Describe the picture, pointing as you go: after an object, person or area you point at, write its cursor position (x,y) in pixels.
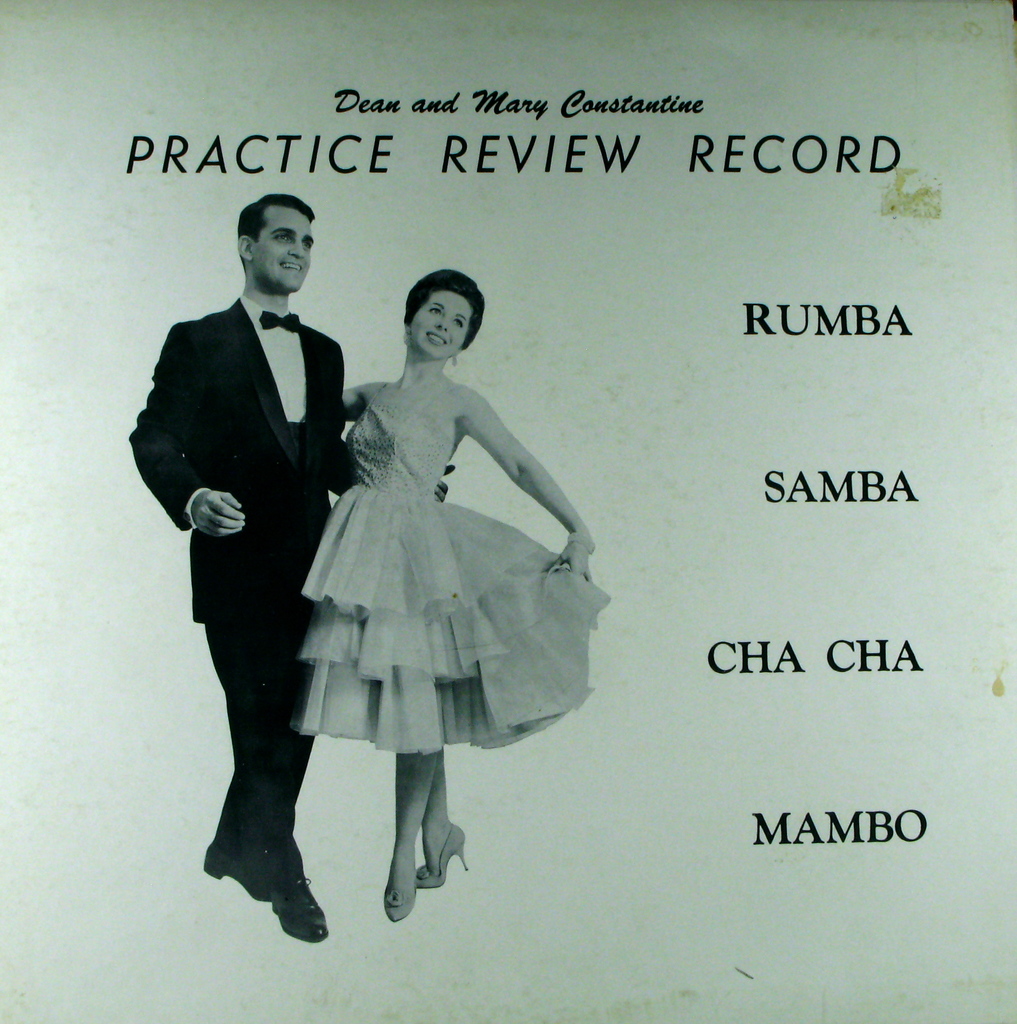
In this poster there is a picture of a person (318,385) and a woman (375,391) are standing. There is some text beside it. Person (298,529) is wearing suit (265,373) and tie (263,321). Woman (475,316) is wearing a dress (364,574).
